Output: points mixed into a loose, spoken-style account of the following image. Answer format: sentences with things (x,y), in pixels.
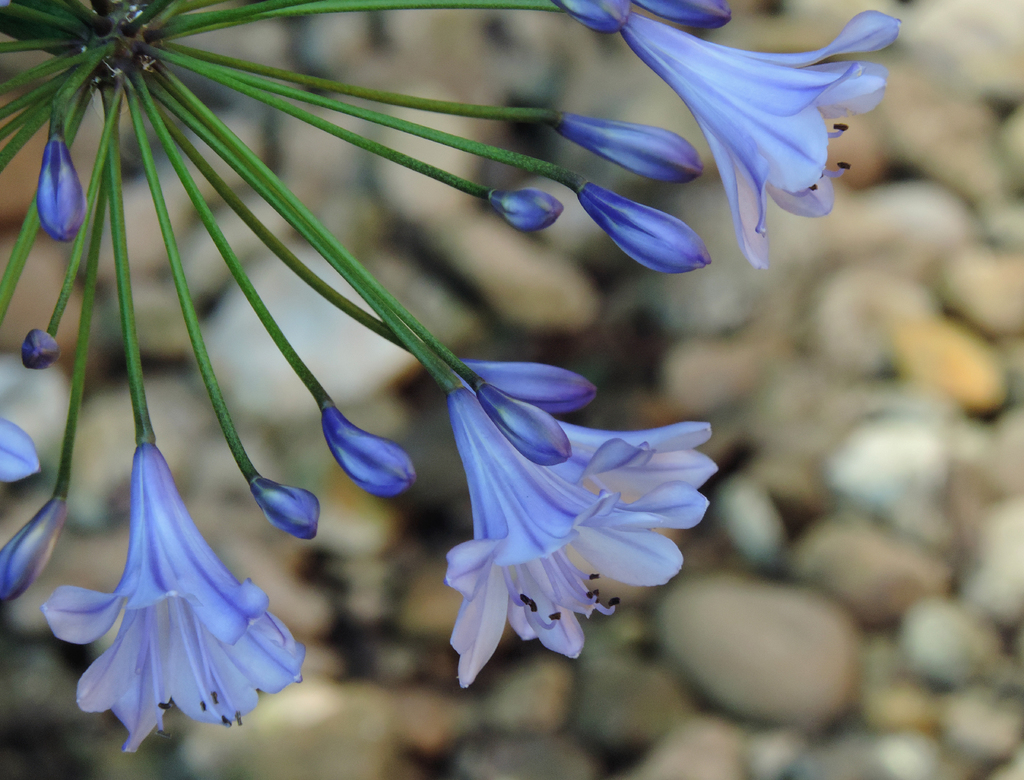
In this image I can see flowers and flower buds (551,399). In the background (810,457) it looks like stones (809,624).
